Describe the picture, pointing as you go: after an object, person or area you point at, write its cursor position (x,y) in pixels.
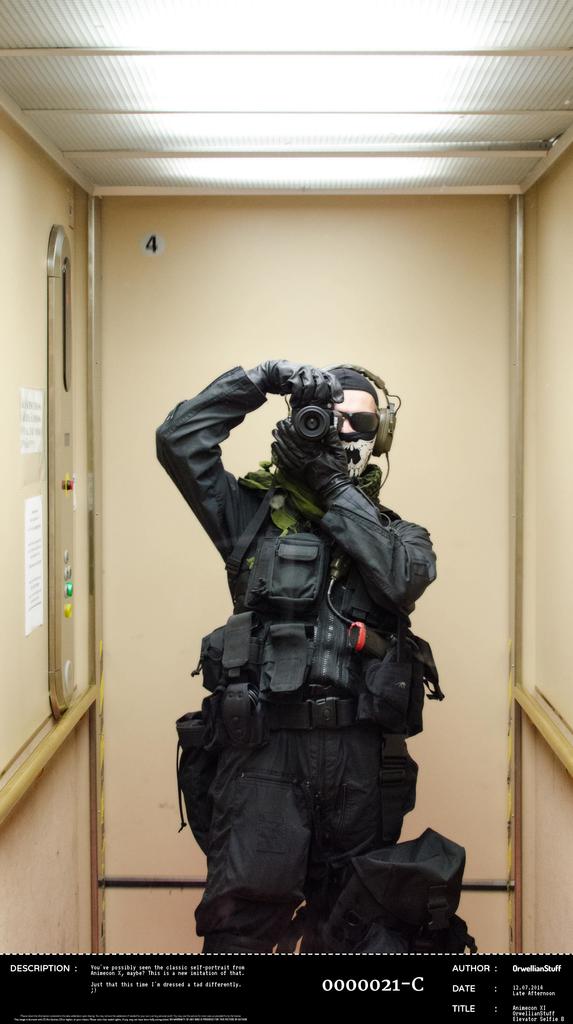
In this image there is a person (293,474) wearing the headphones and he is holding the camera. Behind him there is a number (158,247) on the wall (220,244). On the left side of the image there are buttons (68,598) and there are posters (42,505) on the wall (30,236). There is some text (534,1008) at the bottom of the image (535,988). On top of the image (357,114) there are lights (355,96).
